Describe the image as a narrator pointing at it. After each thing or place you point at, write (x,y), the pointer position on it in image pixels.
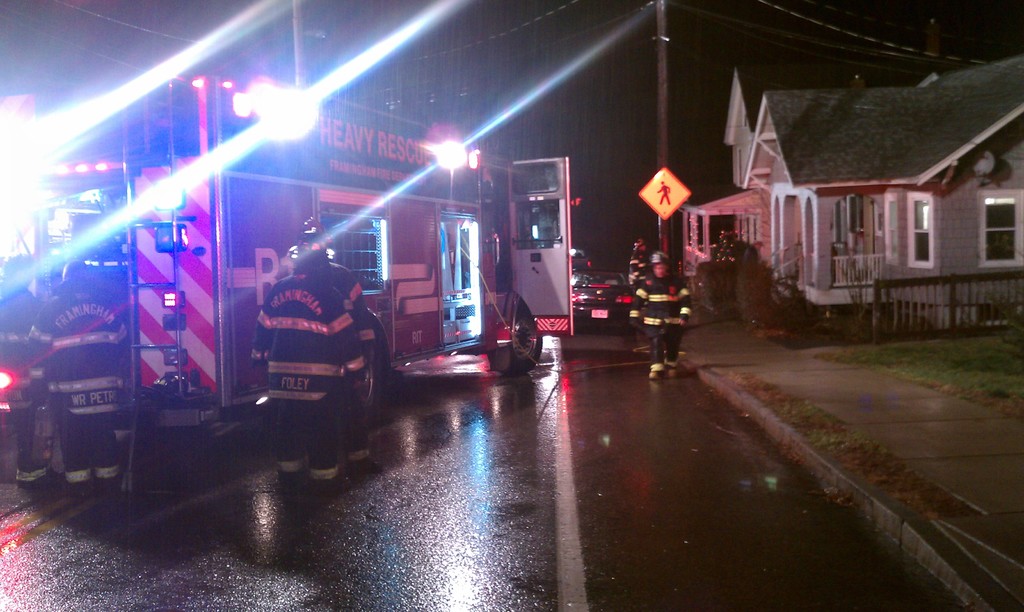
In the image we can see there is a road (607,420) and there are five people (656,348) on road (580,340). The four people (57,323) are standing on the road (606,343) and the other one (671,290) is walking on the road (661,389) and there is car (596,276) and truck (522,187) on the road (673,385) and right side (880,159) there is house (890,208) with gray color rooftop (851,155) and in front of the house (824,204) there is a plant (728,295).
